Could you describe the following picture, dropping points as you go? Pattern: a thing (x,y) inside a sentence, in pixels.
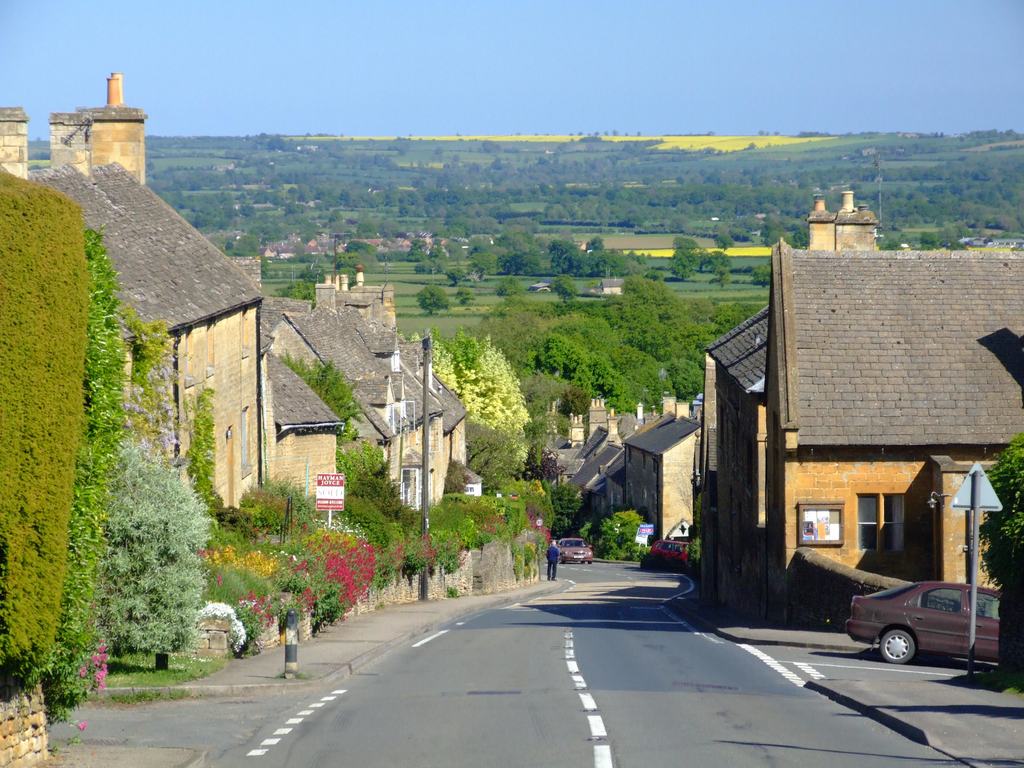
In the foreground of this image (591,688), there is road (583,710). On the left (225,595), there are plants (174,516), houses (297,432), sign board (333,489) and a pole (426,507). We can also see a bollard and man (548,557) on the side path (381,631). On the right (960,586), there is a sign board (970,639), a tree (1004,593), vehicle (913,596) moving on the road (576,753) and houses (695,460). In the background (600,143), there is greenery (527,167) and the sky (356,51).
